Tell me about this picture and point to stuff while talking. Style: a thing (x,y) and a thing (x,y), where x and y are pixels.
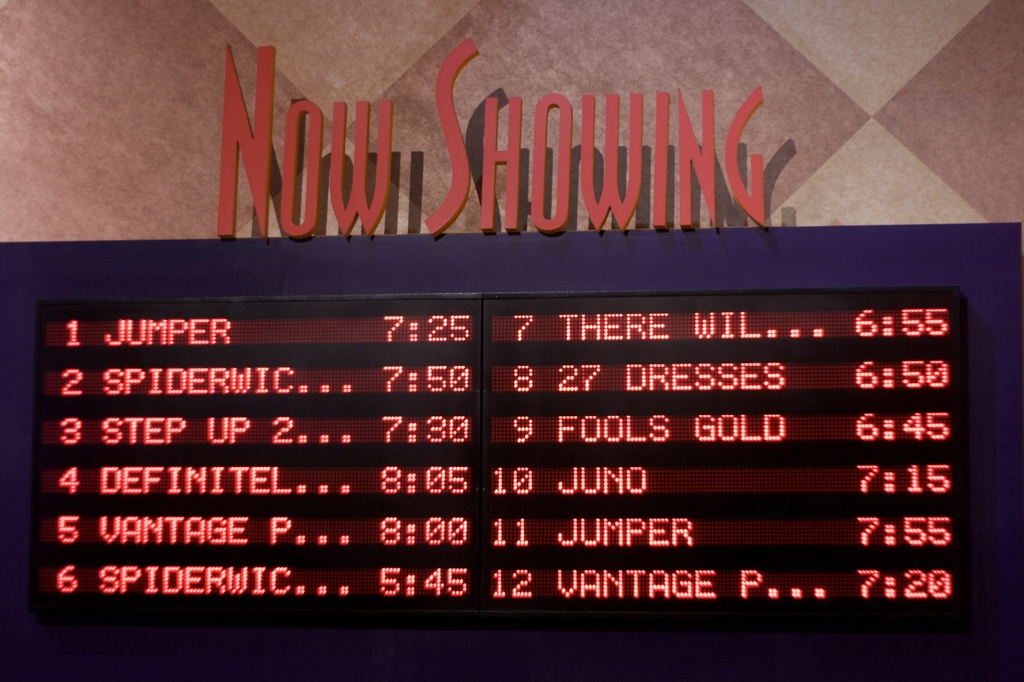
In this image in front (609,406) there is a display board (506,577) with the show timings (583,419). At the bottom of the image (324,646) there is a wall (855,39).
